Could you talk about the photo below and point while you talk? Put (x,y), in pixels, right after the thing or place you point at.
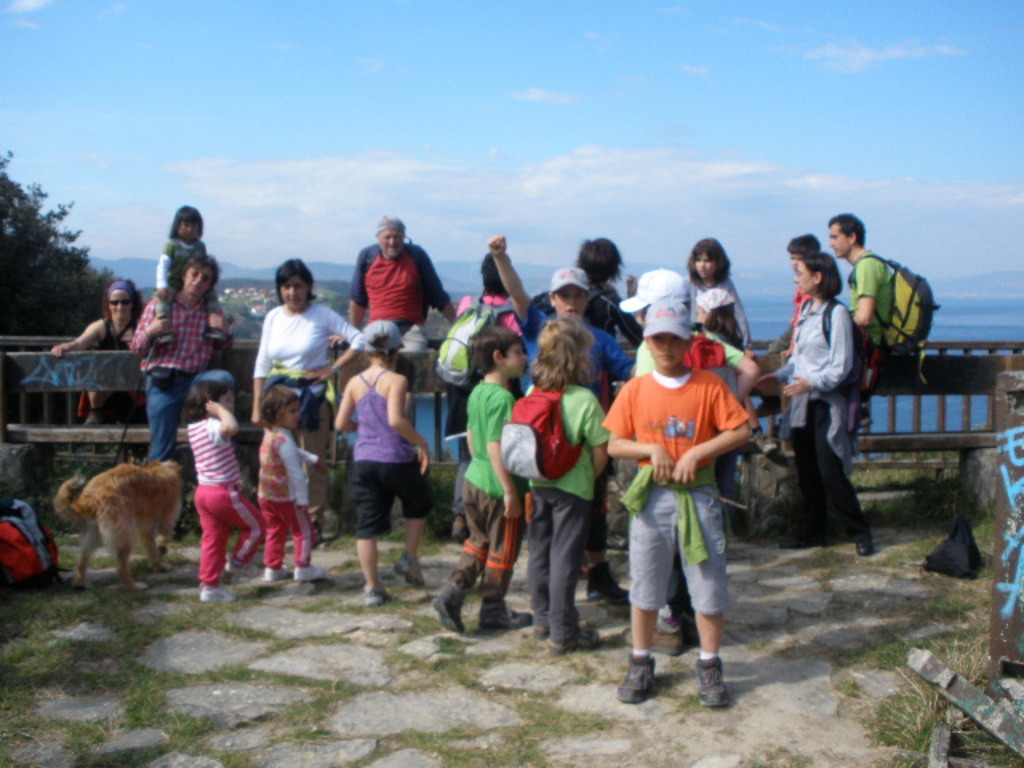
In the picture I can see a group of people (501,271). There are few men (370,284), women (486,269) and children (554,550). In the picture I can see three persons (581,429) carrying a bag (546,452) on their back (853,364). There is a tree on the left side (89,322). There are clouds (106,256) in the sky (58,203).
